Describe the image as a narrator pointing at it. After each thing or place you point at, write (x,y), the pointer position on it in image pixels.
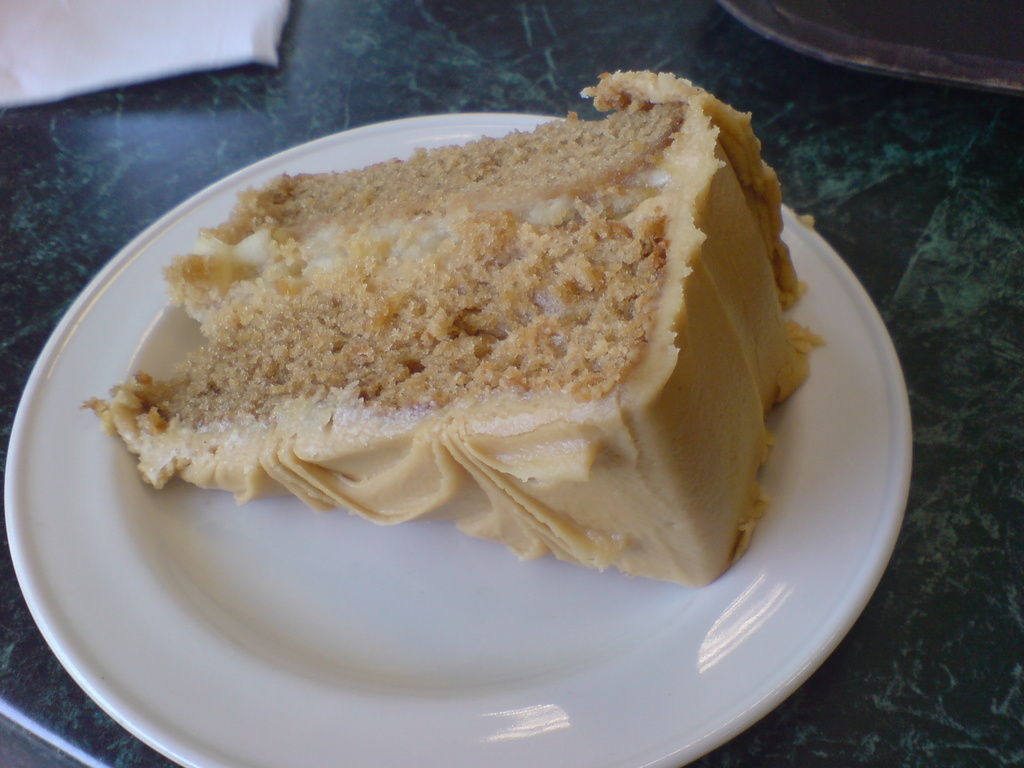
In this image we can see a piece of a cake (588,505) in a white color plate (156,266). The plate (554,637) is on the stone surface (157,213). We can see two objects (867,37) at the top of the image (903,21).
